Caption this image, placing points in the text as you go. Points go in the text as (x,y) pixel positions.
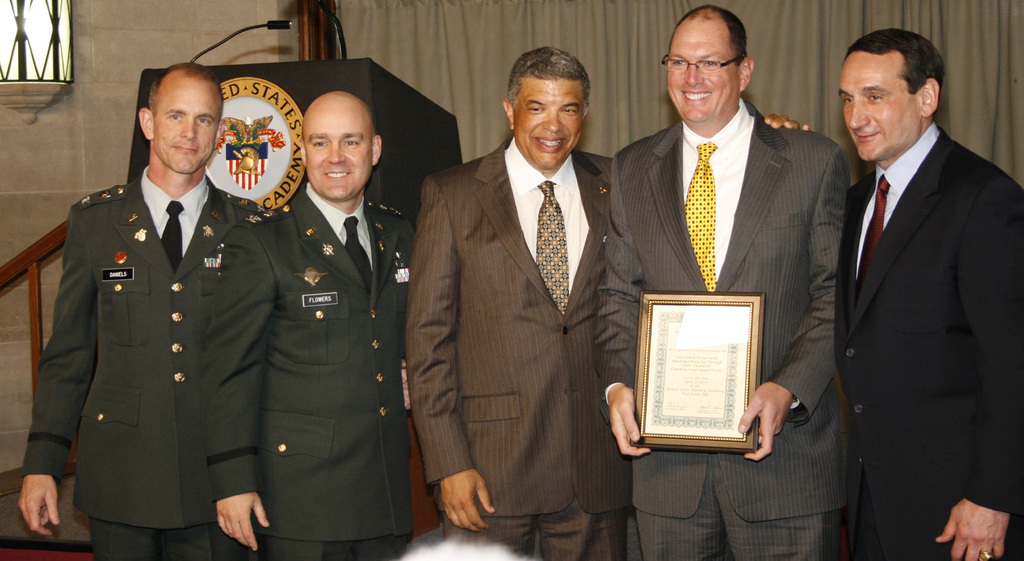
In this picture I can see there are people (481,264) standing and in the backdrop (420,59) I can see there is a wooden table (378,108), there are microphones (284,28) attached and there is a wall (186,46) and there is a curtain (512,60).
